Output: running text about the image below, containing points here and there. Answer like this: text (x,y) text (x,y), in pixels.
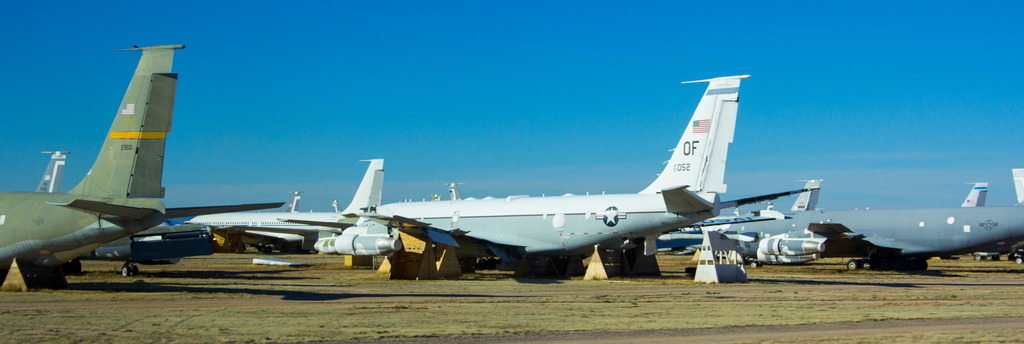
In this image we can see aeroplanes (459,236) on the ground (232,296). In the background (469,127) there is sky (501,98).
